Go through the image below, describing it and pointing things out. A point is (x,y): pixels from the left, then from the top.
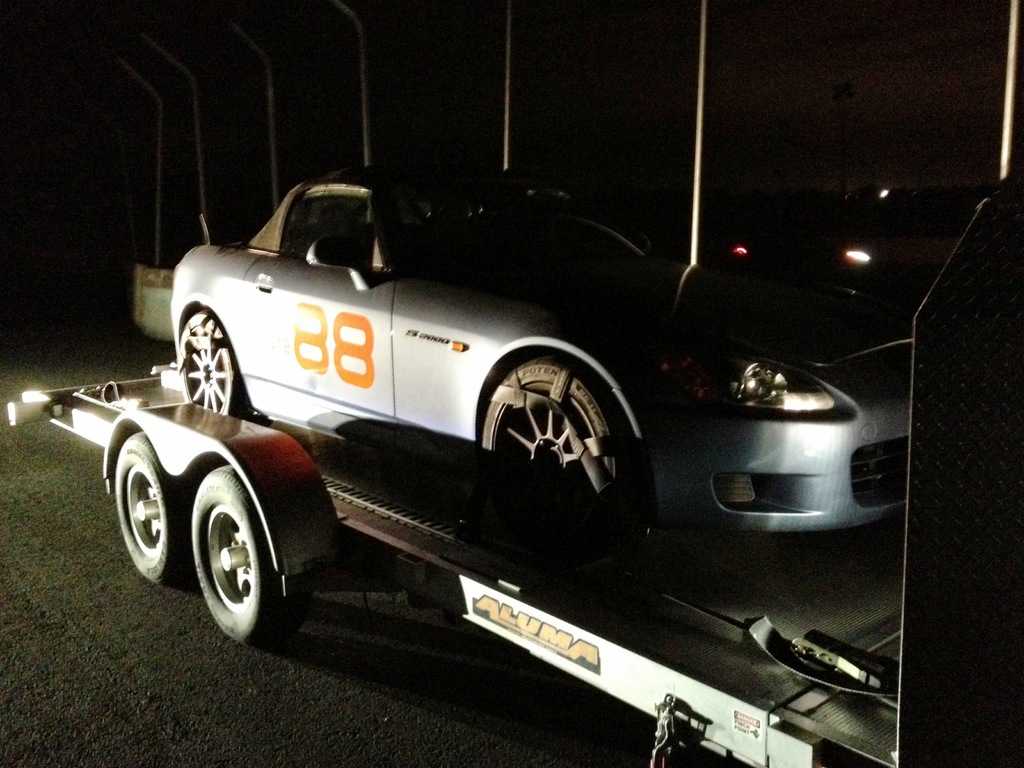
In this image there is a car (524,453) on the truck (780,761) and there is text (364,323) on the car (438,323) and there is text (564,640) on the truck (553,647). At the back (198,111) there are poles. At the top (326,134) there is sky (717,123). At the bottom (76,656) there is a road (123,620).
